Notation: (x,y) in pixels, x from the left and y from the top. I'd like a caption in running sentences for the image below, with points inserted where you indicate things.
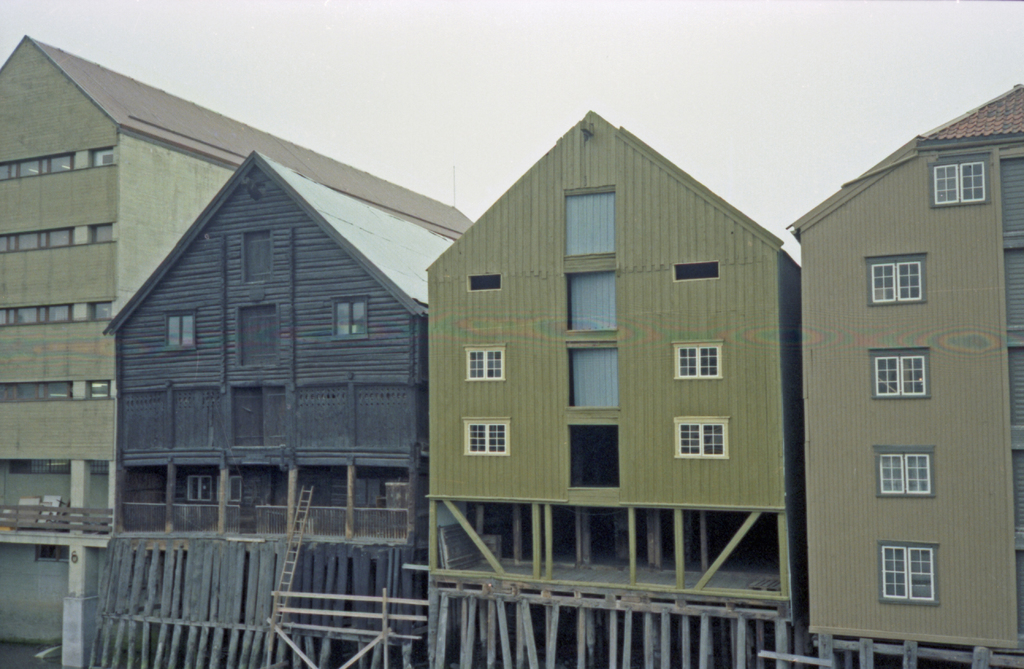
In this picture we can see few buildings (530,464) and a ladder (297,552).
